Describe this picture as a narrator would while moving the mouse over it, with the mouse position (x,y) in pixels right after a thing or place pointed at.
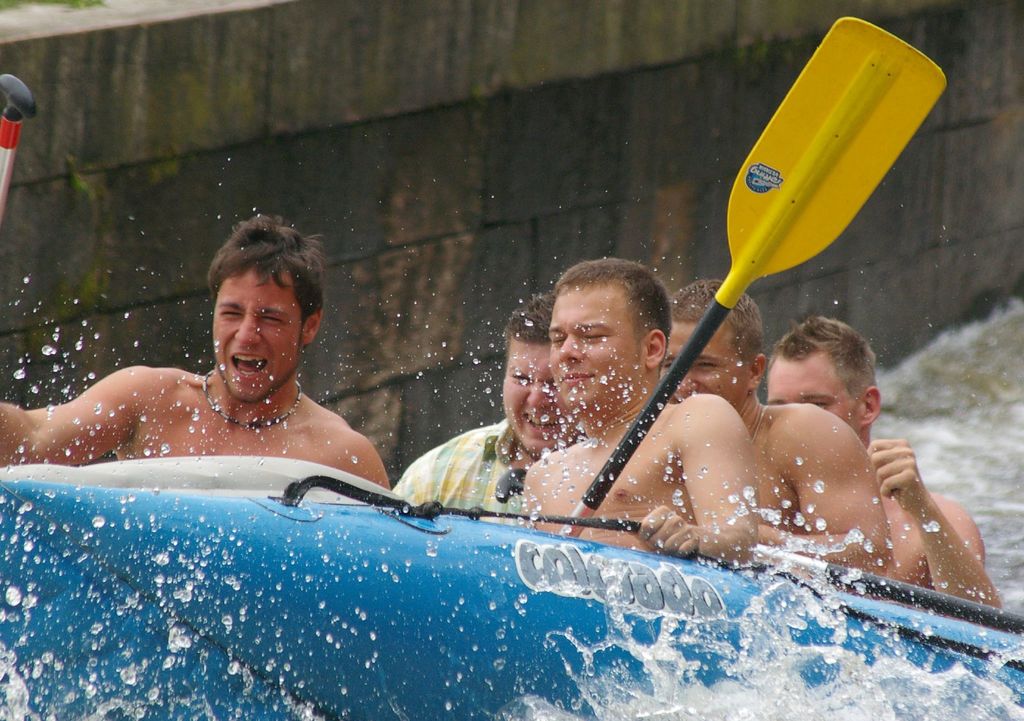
In this image we can see some people (607,305) and an object (635,433). In the background of the image (651,152) there is a wall (904,267) and water (977,344). At the bottom of the image (277,489) there is a boat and water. On the left side of the image (19,91) there is an object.
